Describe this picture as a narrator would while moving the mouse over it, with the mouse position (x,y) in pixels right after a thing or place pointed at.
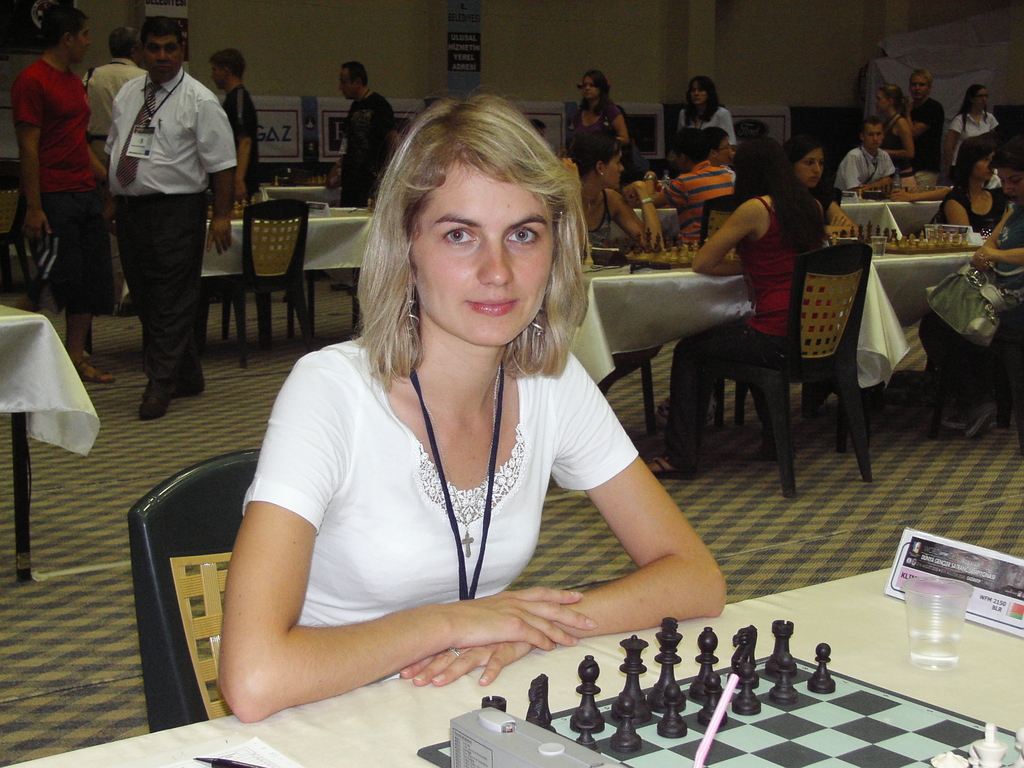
In this image we can see a girl (491,539) is sitting on a black chair (199,468), she is wearing white top (438,533). In front of her one table (526,695) is there, on table (720,728) chess (719,702) is present and one glass (937,615) is there. Behind her so many people (714,177) are sitting on table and they are playing chess (658,255) and few people (165,200) are moving.
